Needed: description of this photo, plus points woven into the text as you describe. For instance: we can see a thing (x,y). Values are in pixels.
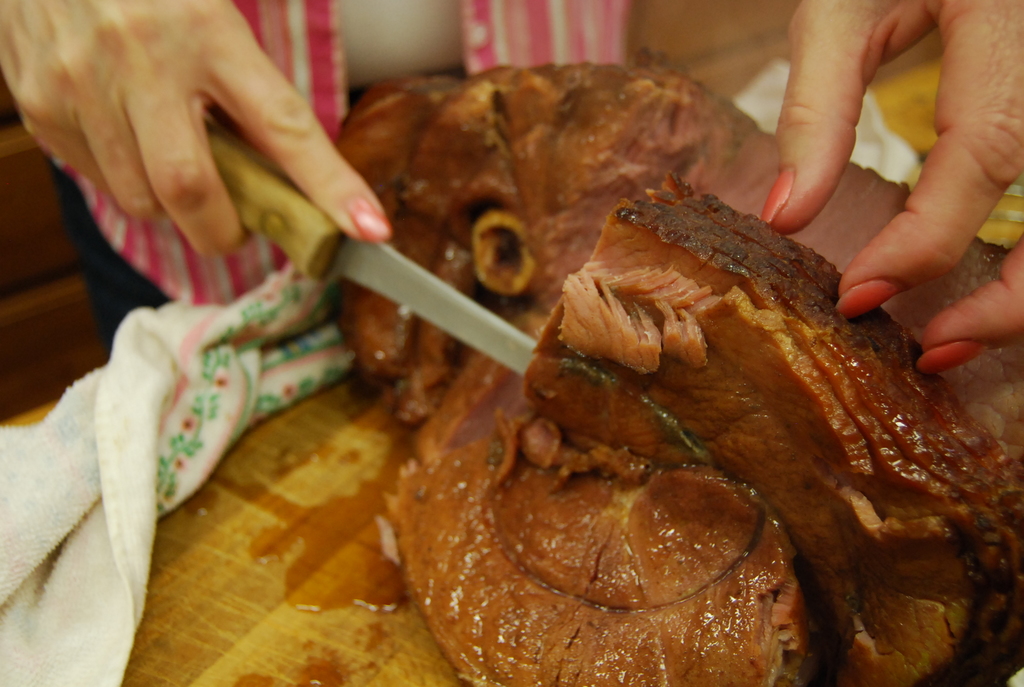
In the foreground of this image (535,523), on the table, there is meat (476,395) and a persons (302,190) holding a knife (344,243) is cutting it and on the table (346,412), we can also see a white color cloth (287,322).
